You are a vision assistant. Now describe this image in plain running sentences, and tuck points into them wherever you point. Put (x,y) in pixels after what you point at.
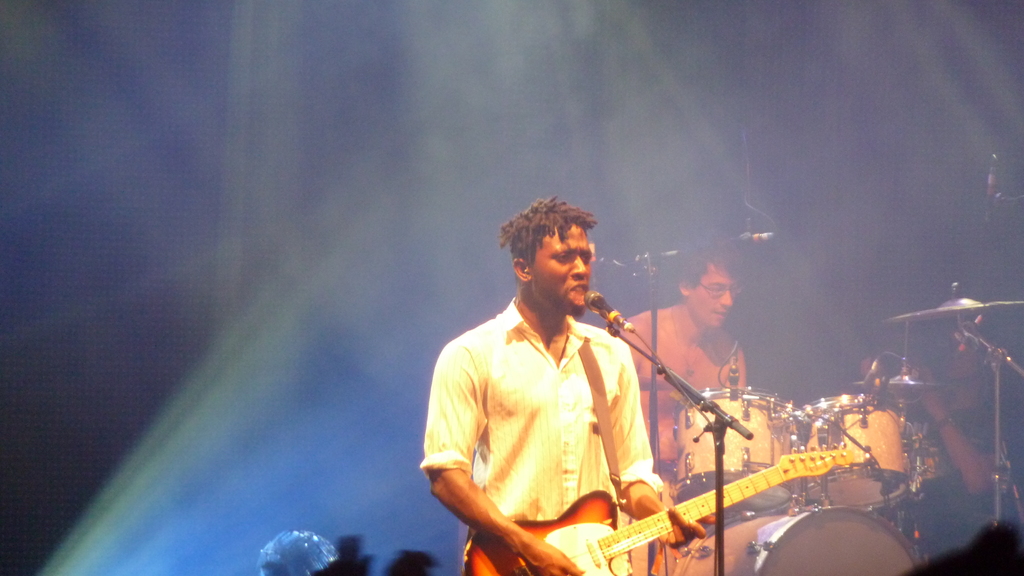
In the image we can see there is a man (674,516) who is holding guitar (730,493) in his hand (709,516) and at the back (708,347) there is another person (698,375) who is sitting and playing drums (704,467).
